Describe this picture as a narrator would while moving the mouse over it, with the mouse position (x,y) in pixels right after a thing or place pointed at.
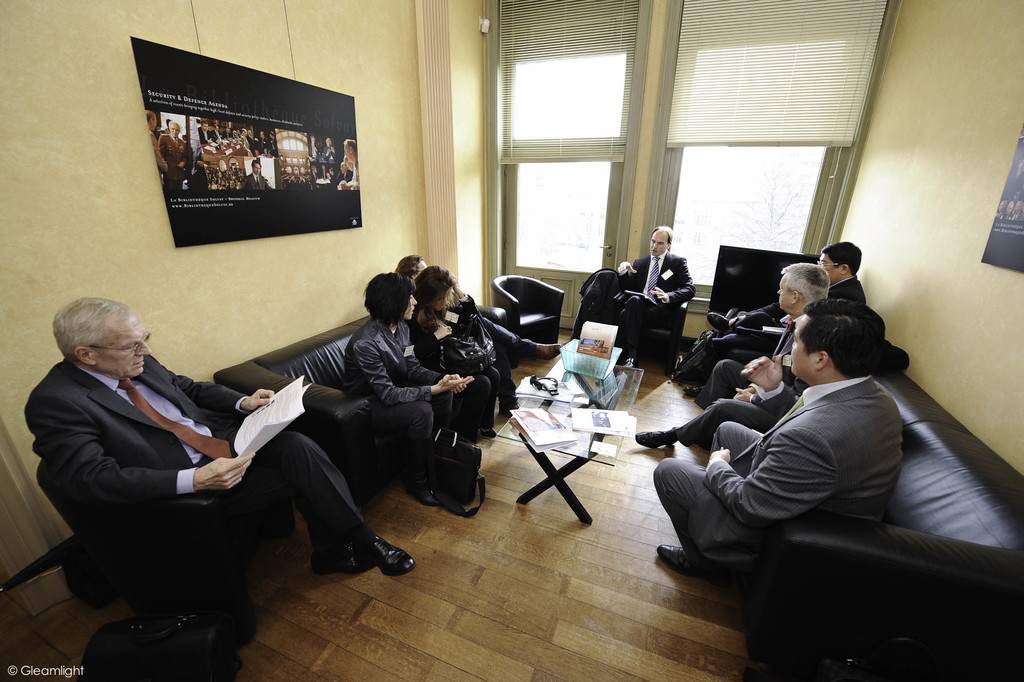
On the background (191,166) we can see posters (317,215) over a wall (897,214). These are doors (701,215). Here we can see persons (419,359) sitting on chairs (656,332) in front of a table (551,474) and on the table (568,472) we can see books (600,350), paper (598,421). This is a floor (488,610). At the left side of the picture (95,389) we can see a man (137,359) wearing spectacles (142,345) and holding a paper (279,393) in his hand (239,461).
